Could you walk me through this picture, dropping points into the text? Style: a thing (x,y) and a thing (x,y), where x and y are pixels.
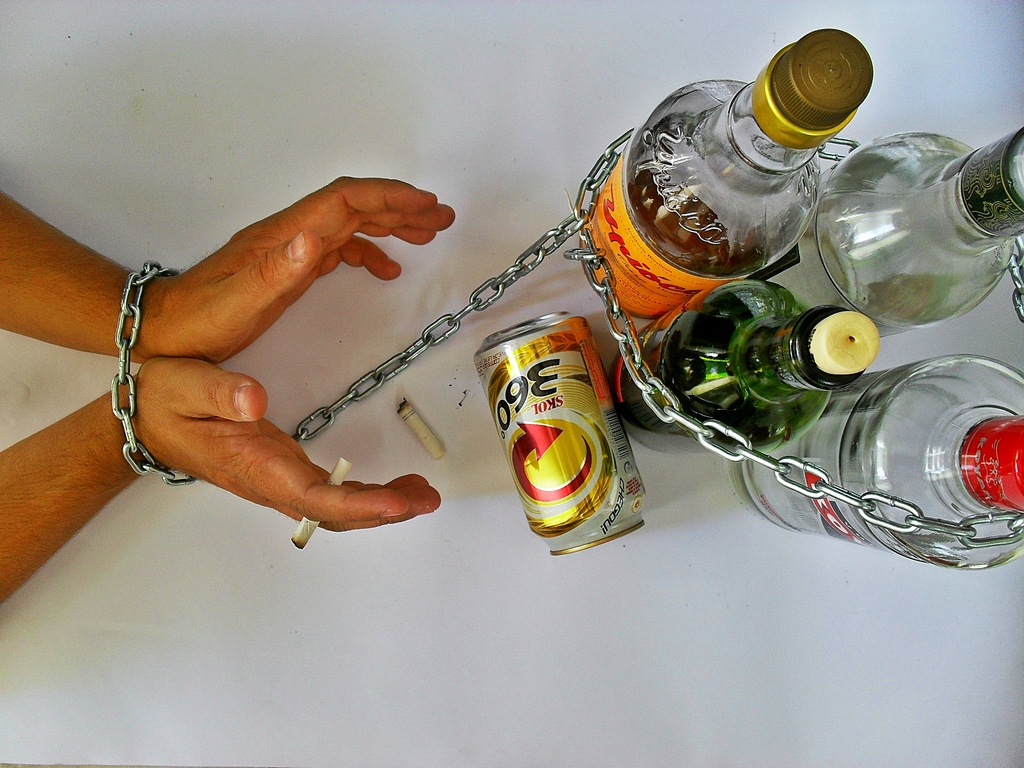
In this image i can see different types of bottles (685,354) and a chain (305,436), smokes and hands (211,345).
